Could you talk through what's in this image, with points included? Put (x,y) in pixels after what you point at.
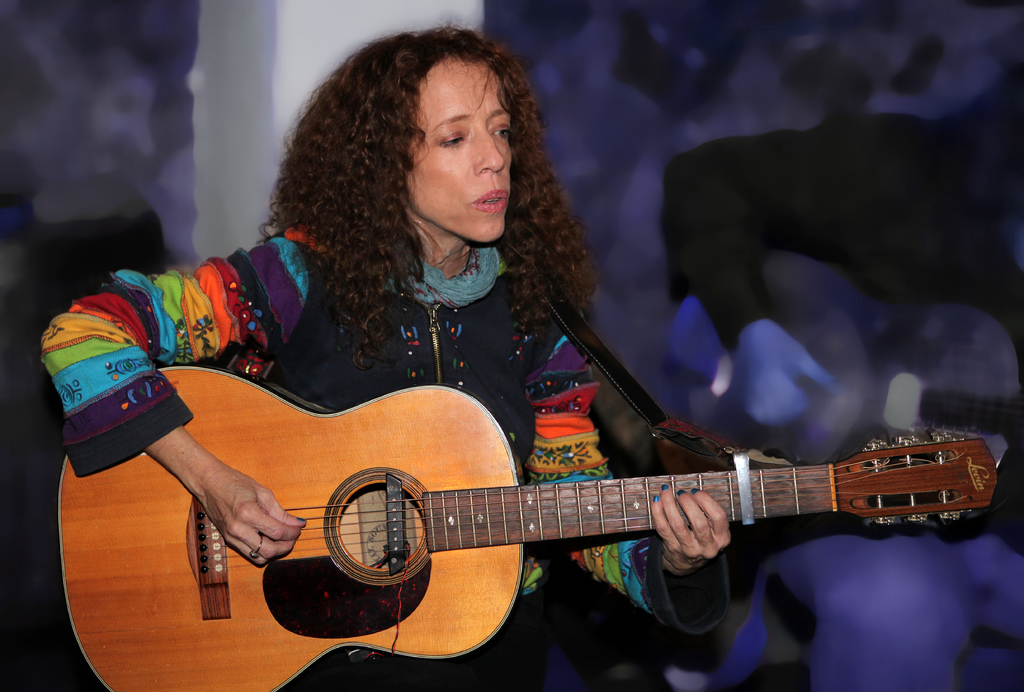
In this picture we can see a woman (360,193) with curly hair (419,266), sitting and playing a guitar (583,511).
